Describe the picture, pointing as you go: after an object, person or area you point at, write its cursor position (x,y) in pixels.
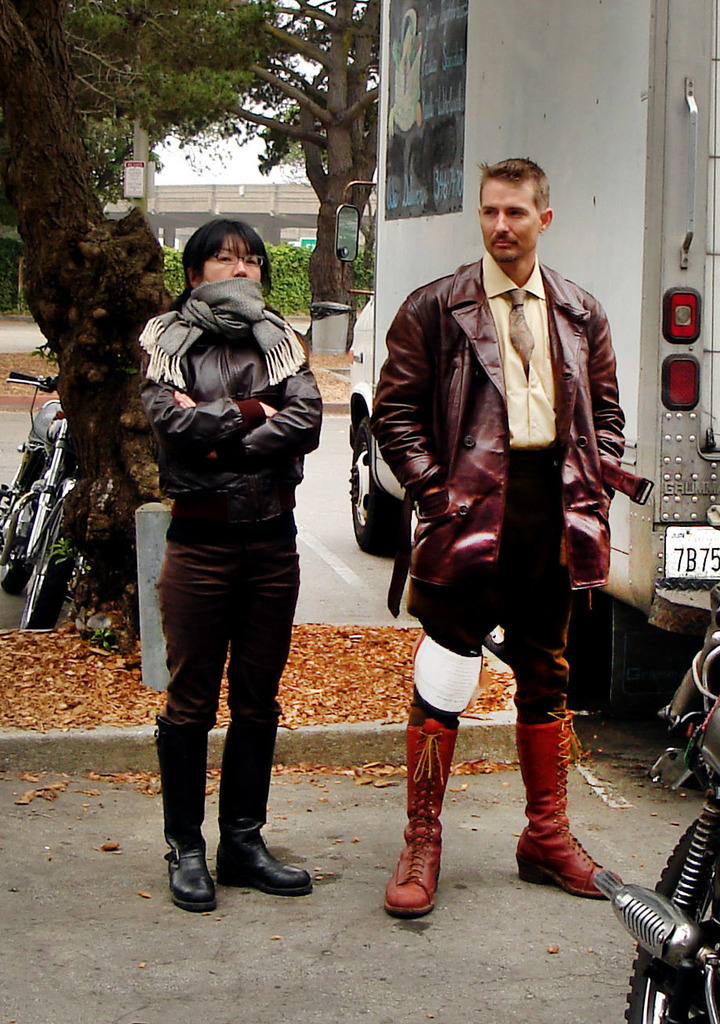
In this image I can see two persons (256,593) standing one man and a woman (200,356) and trees (303,138) and a bridge (247,187) behind them and a truck (588,144) in the top right corner (669,101) and a bike (702,917) in the bottom right corner (680,932) and another bike (47,415) on the left side of the image (50,470).
